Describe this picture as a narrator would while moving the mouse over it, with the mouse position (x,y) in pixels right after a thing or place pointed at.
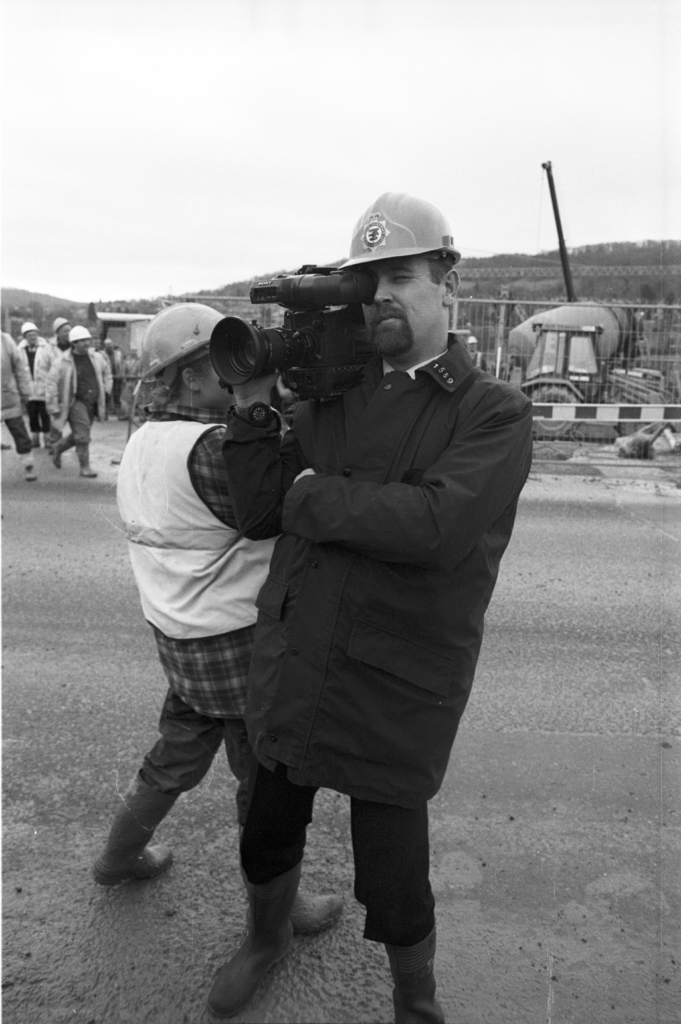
In the image we can see there are people (155,407) standing, they are wearing clothes (329,541), shoes (287,877) and helmet (398,250). This is a video camera (305,333), fence (618,375), trees (616,258) and a sky (191,104). This is a footpath (549,586) and a vehicle (540,365).
